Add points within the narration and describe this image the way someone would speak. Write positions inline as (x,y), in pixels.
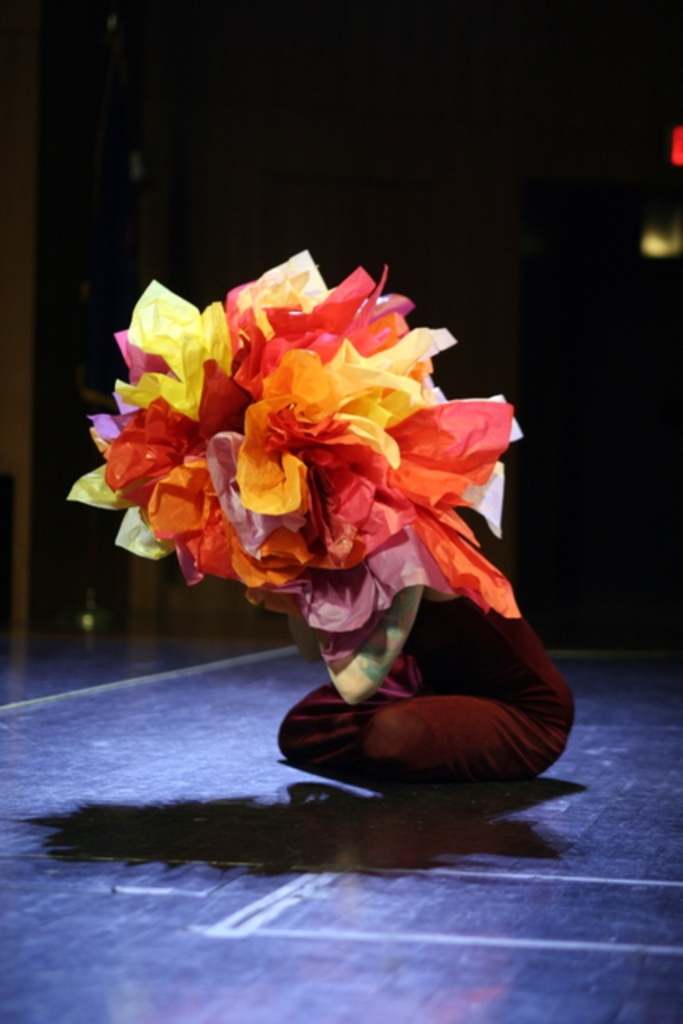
This image is taken indoors. In this image the background (584,243) is dark. In the middle of the image (384,660) a person (363,701) is in a squatting position and holding a bunch of colored papers (222,413) in the hands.
